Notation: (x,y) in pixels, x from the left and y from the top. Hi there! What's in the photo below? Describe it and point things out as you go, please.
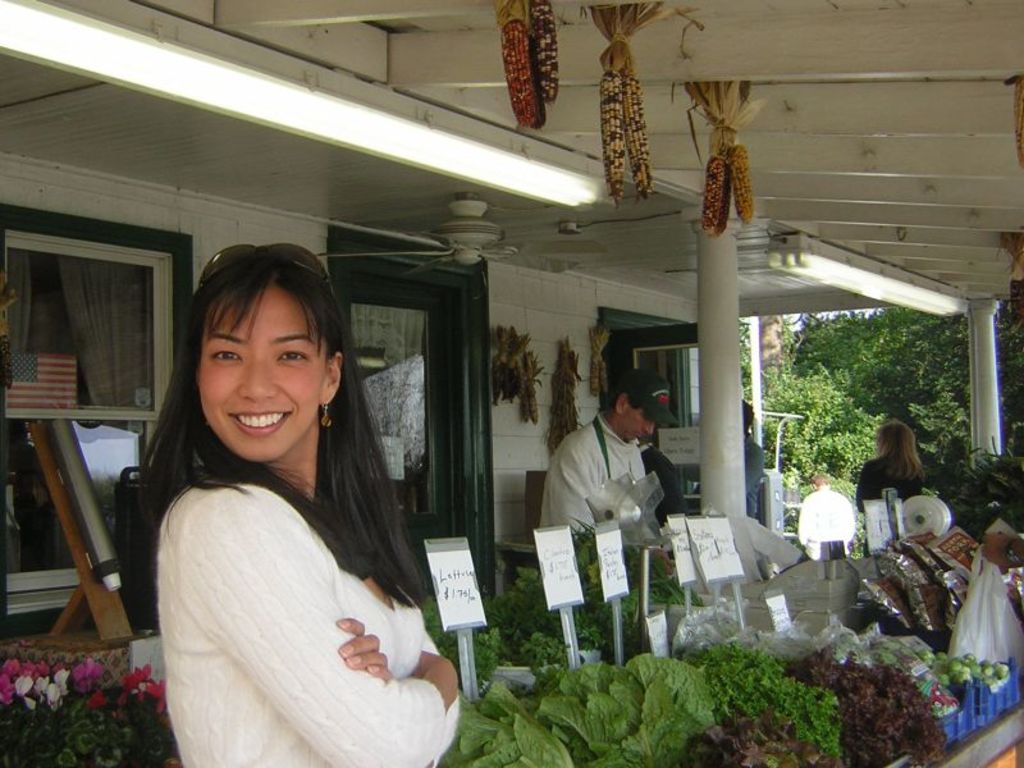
A woman (260,492) is standing wearing a white sweater (280,623) and goggles (262,268). There are vegetables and name plates (703,555). A person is holding a polythene cover (975,582). Other people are present. There is a building (706,317) which has pillars (709,304), door (380,300), window (129,321) and fan (441,242). There are trees (816,391) at the back (815,392).
